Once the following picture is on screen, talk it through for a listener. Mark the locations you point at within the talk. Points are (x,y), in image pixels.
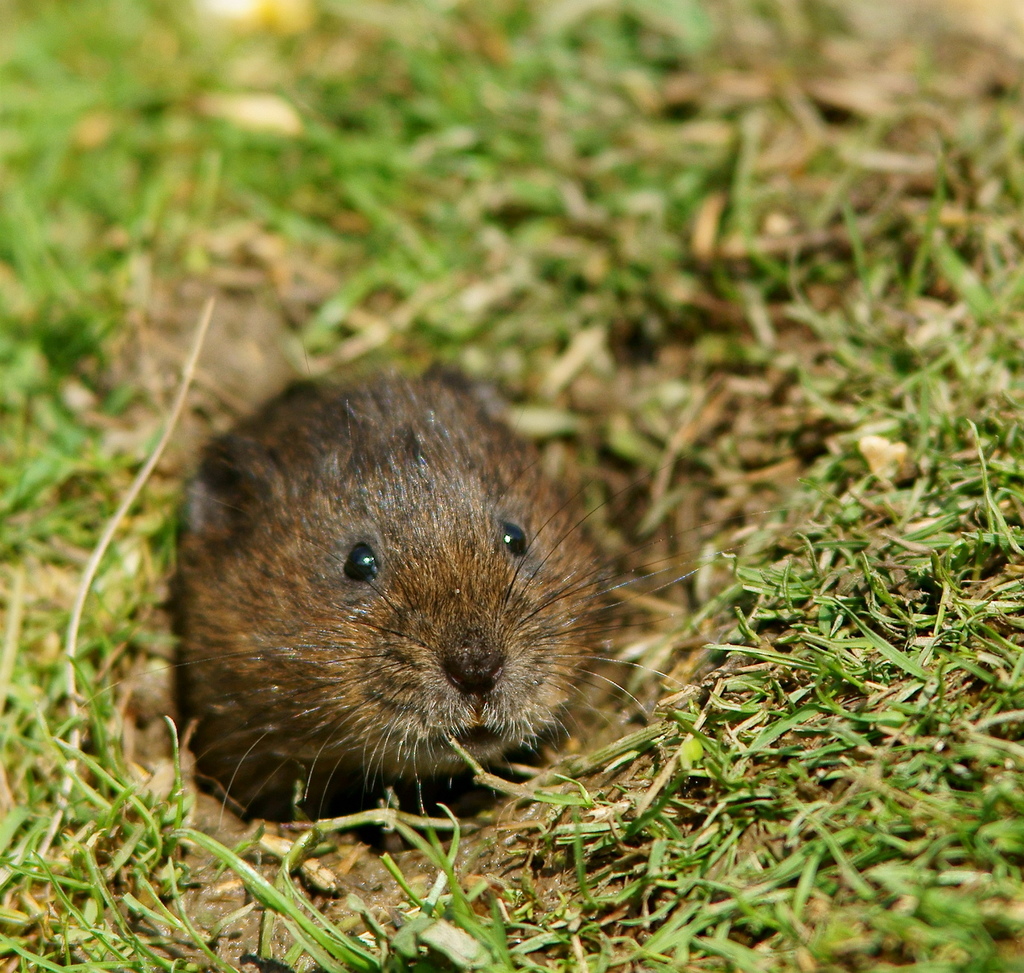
In the picture I can see a rat (242,703) in the hole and here I can see the grass (136,633) and the top of the image (465,179) is blurred.
